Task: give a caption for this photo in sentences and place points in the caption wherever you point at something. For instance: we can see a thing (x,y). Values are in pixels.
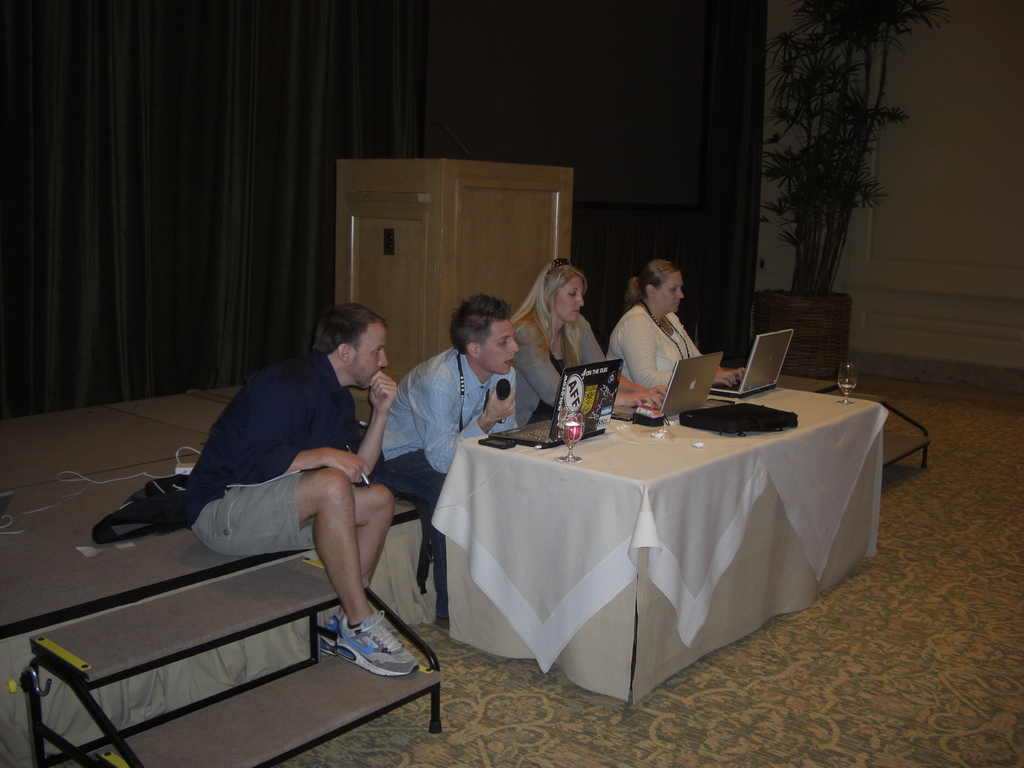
Here 4 people (352,578) are sitting on the stage (404,536) and looking into the laptops (719,392). He is wearing shoes (387,649), short (287,538). He is holding a microphone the women (630,387) are typing in the laptop (685,378). It's a glass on the table (850,410).
